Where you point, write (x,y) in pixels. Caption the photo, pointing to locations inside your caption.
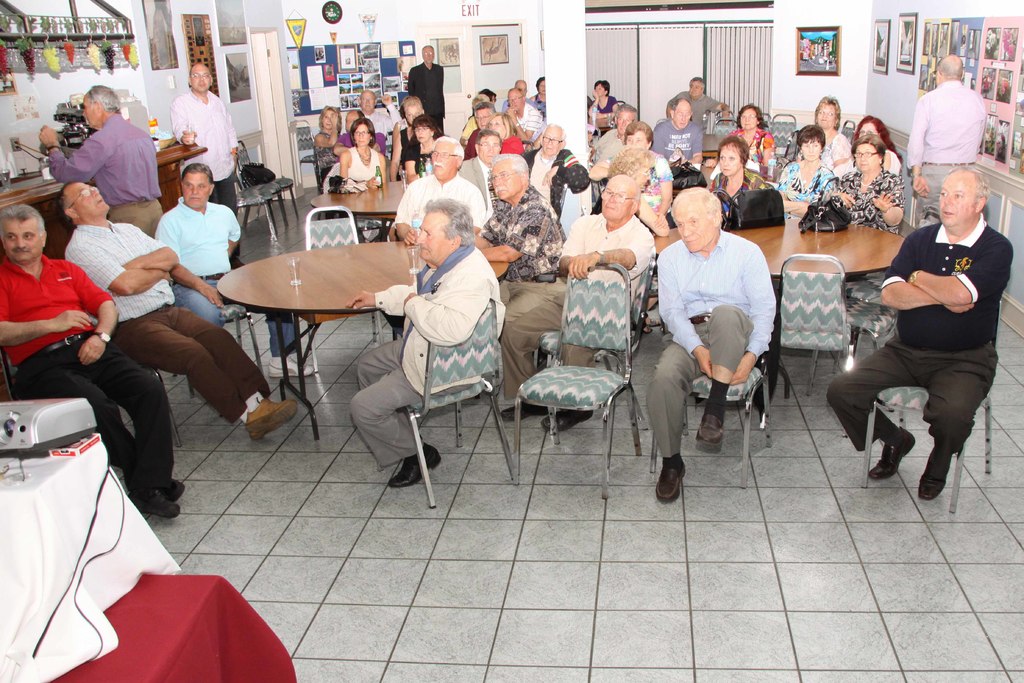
This picture is clicked inside the room (198,223). There are many people (440,155) sitting on chair (812,339) around the table (242,281). Here, we see a table (310,265) on which two glasses (295,268) are placed and on the left bottom of the picture (173,611), we see a table (174,637) with red cloth (174,626) on it and above it, we see another table (78,501) with white cloth (88,524) on it and on the table (87,489), we see projector (52,434). On the left top of the picture (31,72), we see grapes (27,56) hanged and beside that, we see a wall (177,39) with many photo frames (230,14) and beside that, we see watch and behind these people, we see curtains (693,55) which are white in color.
